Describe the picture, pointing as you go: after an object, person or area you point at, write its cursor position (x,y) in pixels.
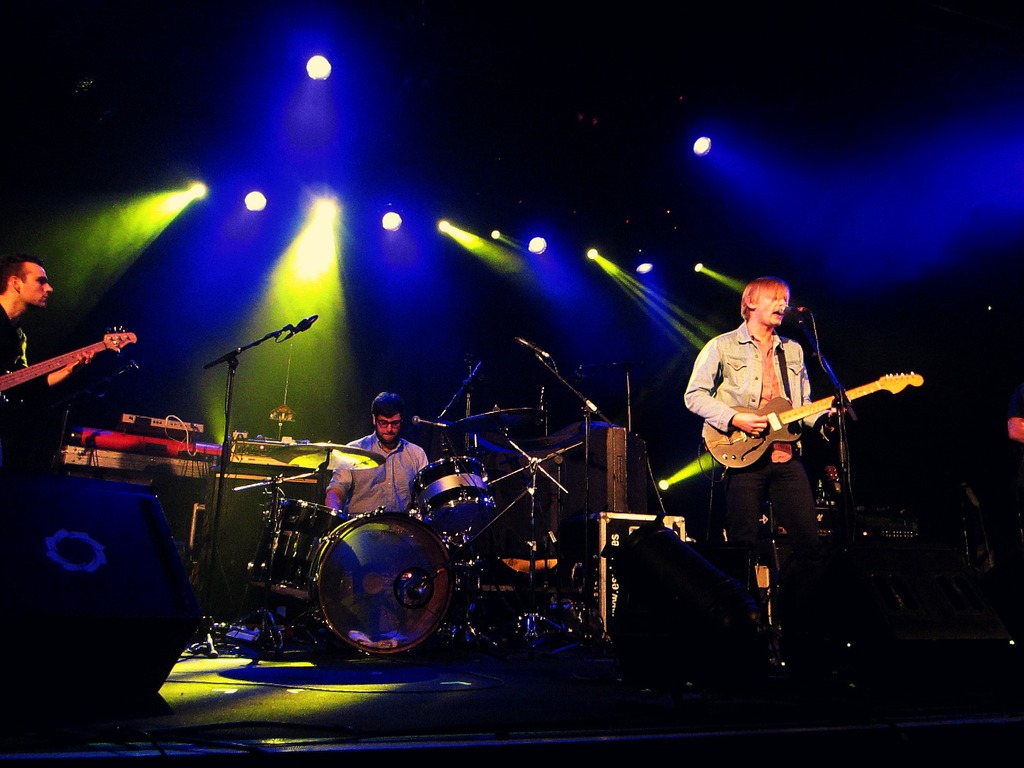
In this picture there are three people (395,431) who are playing some different musical instruments (132,459) and there are some lights (151,213) to the roof (184,218).
